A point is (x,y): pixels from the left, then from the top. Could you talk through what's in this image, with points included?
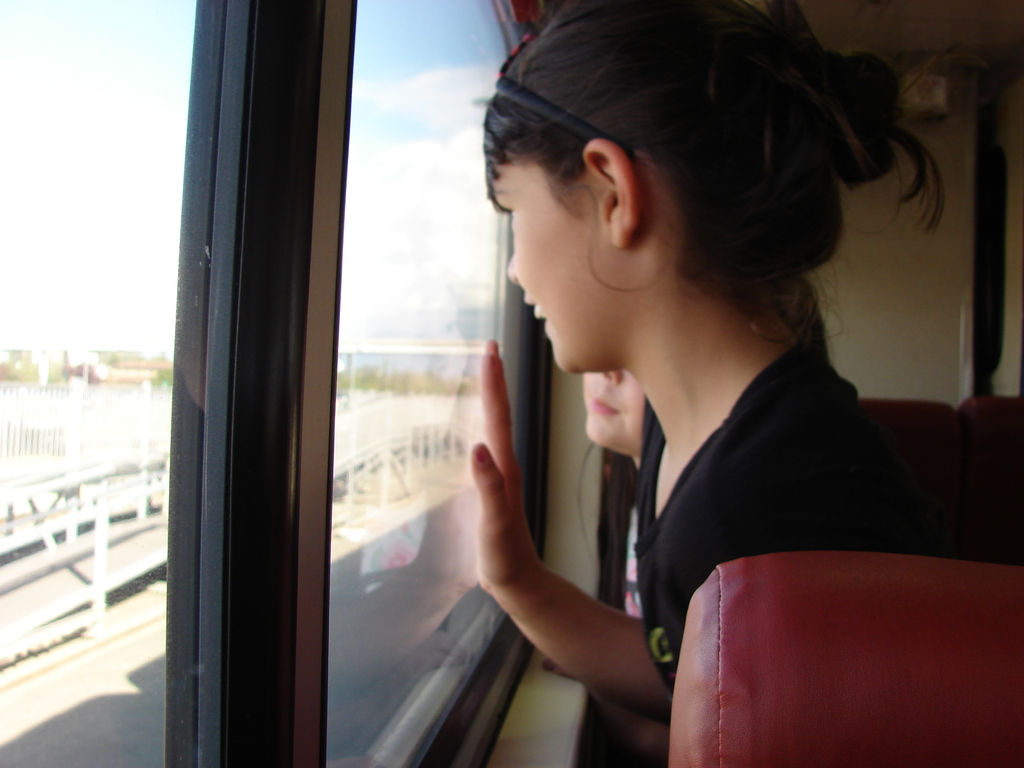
In this image on the right side (733,368), I can see two people (613,434) sitting near the window (342,522). On the left side (94,139) I can see the clouds (36,122) in the sky (59,144).
